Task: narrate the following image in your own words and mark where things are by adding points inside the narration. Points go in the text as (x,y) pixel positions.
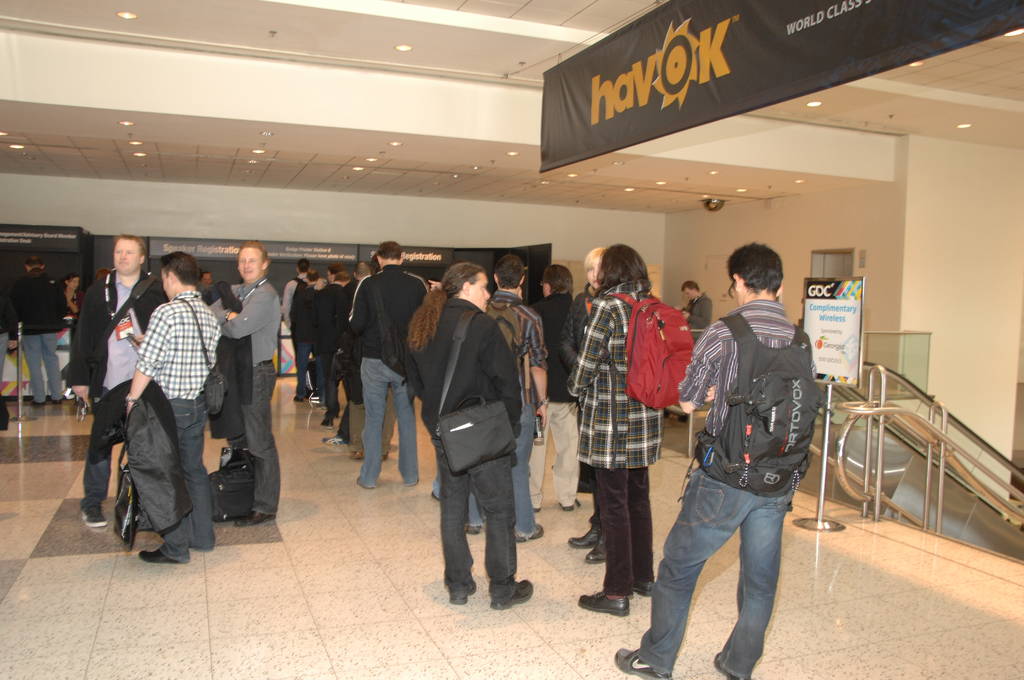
In this image there are a group of people (194,364) some of them are wearing bags (209,373), and some of them are holding jackets (233,417). At the bottom (330,568) there is floor (1009,560), and on the right side (839,433) there is one board pole (847,347) and railing (923,448). In the background (931,209) there is wall (62,214) and some boards (92,267). On the boards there is text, at the top (438,78) there is ceiling (408,95) and some lights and there is one board (666,69). On the board (674,69) there is text (664,82).
